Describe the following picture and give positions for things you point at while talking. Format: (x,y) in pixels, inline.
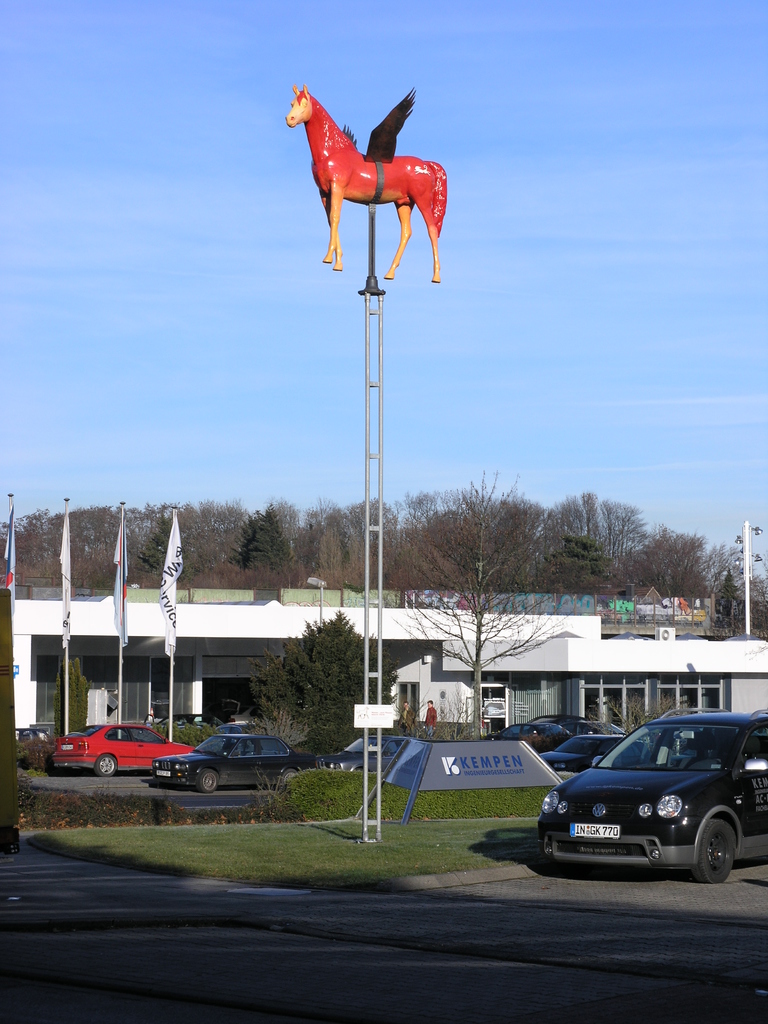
In the foreground of this image (370,936), there is a vehicle (673,819) moving on the road (347,957) and also an idol (377,180) a horse (360,190) consisting of wings (387,138) is on a pole (366,435). In the background (269,771), there are vehicles (154,752) moving on the road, grass land (239,841), plants (134,799), trees (79,663), flags (117,577), buildings (510,691) and the sky (582,337).
